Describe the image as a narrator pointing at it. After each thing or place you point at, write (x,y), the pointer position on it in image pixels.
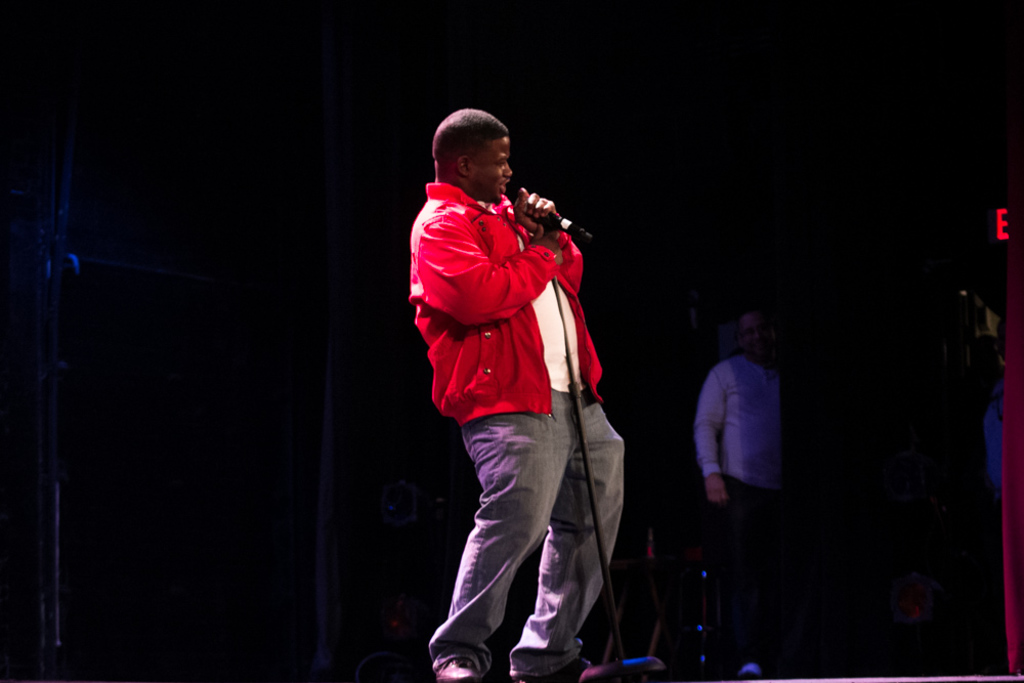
The picture taken on a stage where the person (485,481) is standing in the middle (539,431) wearing a red shirt (522,349) and jeans (525,451) and holding a microphone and behind him at the right corner (730,456) there is one person (725,456) is standing and smiling and at the very right corner (1003,212) there is a sign board (995,222) and behind them there is very dark.
